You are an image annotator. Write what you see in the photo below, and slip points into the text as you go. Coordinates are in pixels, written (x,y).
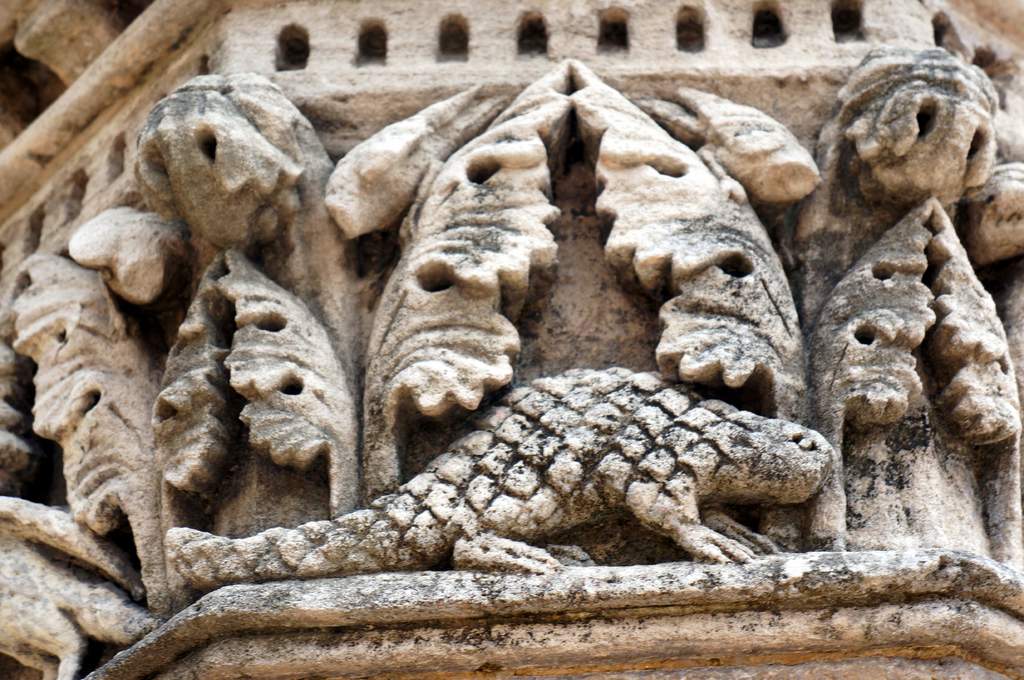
In this picture we can see sculptures (837,165) on the wall (507,49).
